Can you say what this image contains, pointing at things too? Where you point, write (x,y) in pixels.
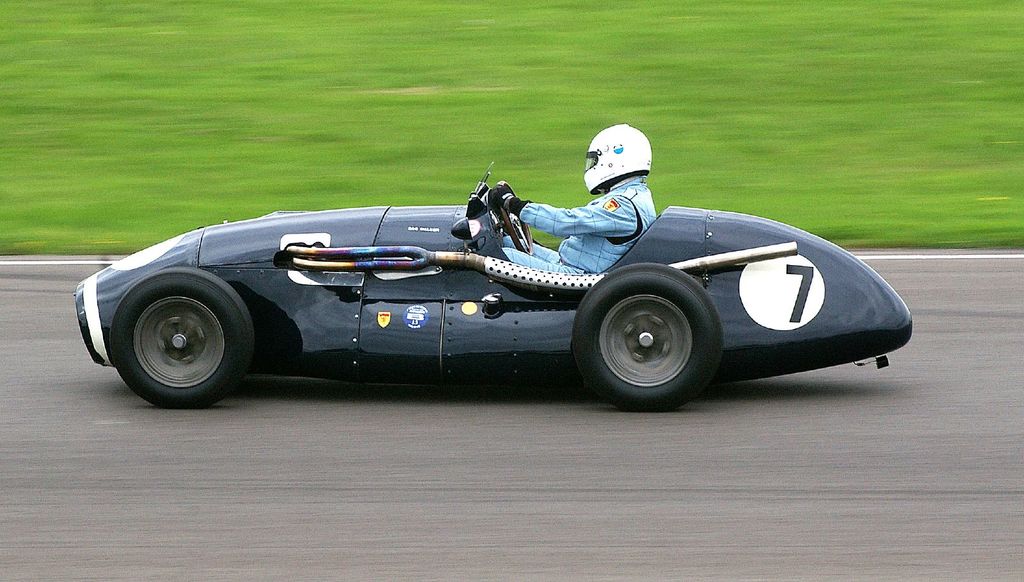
In this picture there is a person (542,216) sitting and riding a vehicle (612,273) and wore a helmet (595,150) and gloves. In the background of the image (723,83) we can see grass (749,147) in green color.
